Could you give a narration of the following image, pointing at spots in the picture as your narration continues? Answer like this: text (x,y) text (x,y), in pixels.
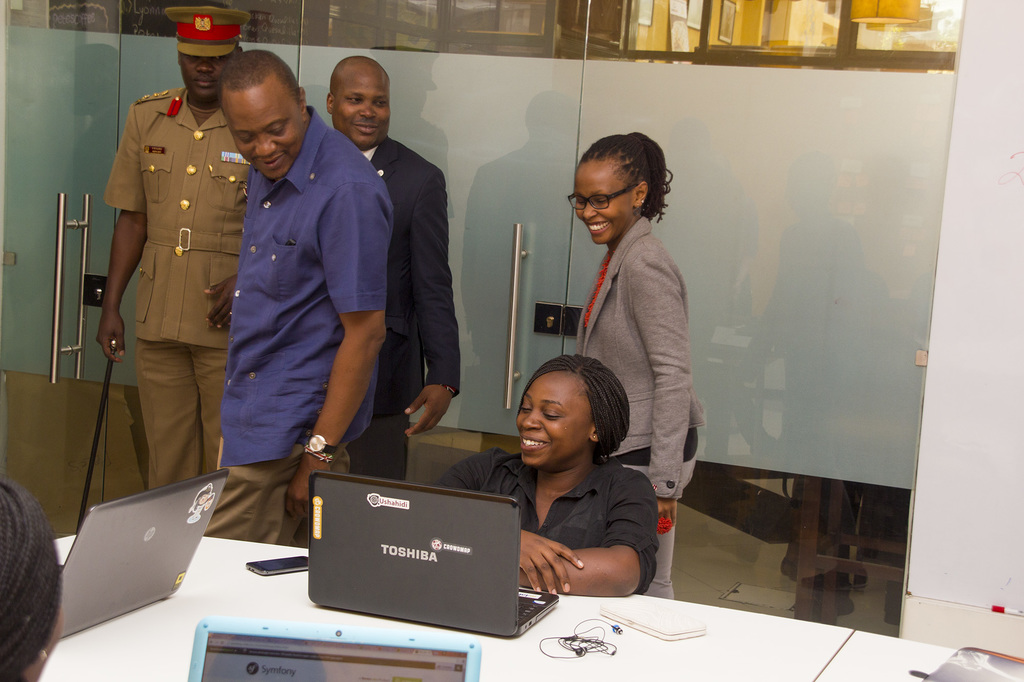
In this picture there is a man (244,309) who is wearing blue shirt (286,398), watch (318,444) and trouser (269,499). He is standing near to the table (250,549). On the table (586,598) we can see the laptops (289,674), earphones (587,652), mobile phone (295,570), power bank (687,619), purse (651,614) and other object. In the centre (599,380) there is a woman (602,546) who is wearing black dress (590,502). She is sitting on the chair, behind her we can see another woman (652,254) who is wearing spectacle (583,207), blazer (632,299) and red necklace (598,289). She is standing near to the door (391,107), beside her there is a man (393,182) who is wearing suit (431,340). Beside him we can see the officer (176,212) who is holding a stick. On the right (956,382) there is a board (989,225). In the background (815,208) we can see the room (816,19).
